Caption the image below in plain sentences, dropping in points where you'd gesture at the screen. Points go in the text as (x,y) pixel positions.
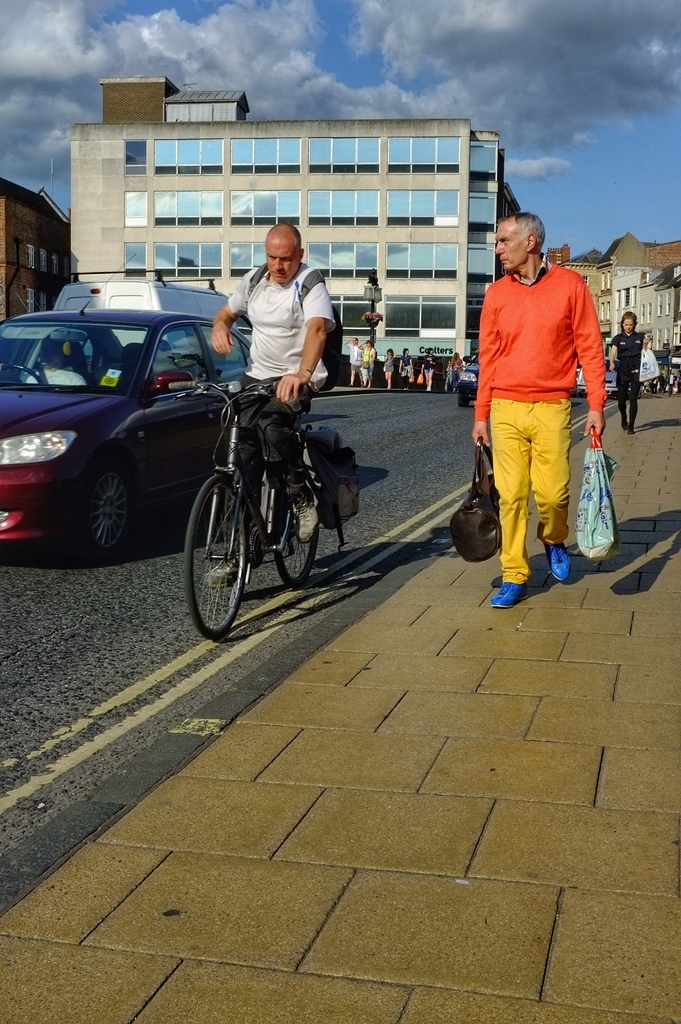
In the image we can see there is a man (279,369) who is sitting on bicycle (258,528) and other people (543,383) are standing on the footpath (494,812) and behind there is a building (253,183) and cars (162,320) are parked on the road (3,653).
